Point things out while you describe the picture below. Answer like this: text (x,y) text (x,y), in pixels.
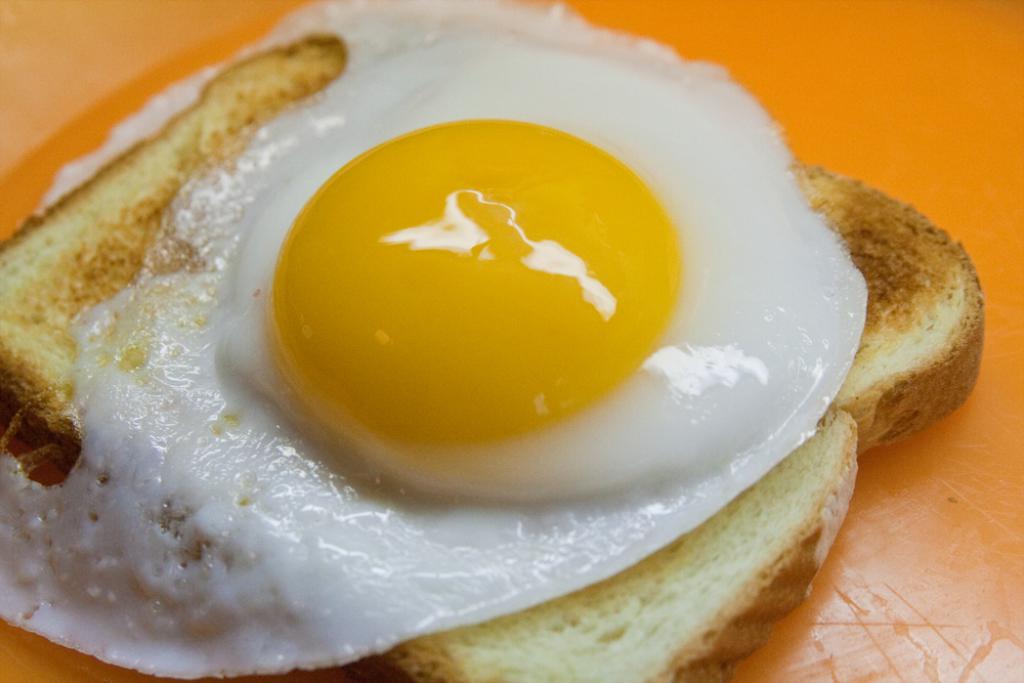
In this image I can see a bread slice (834,445) and an egg (476,593) on that.
